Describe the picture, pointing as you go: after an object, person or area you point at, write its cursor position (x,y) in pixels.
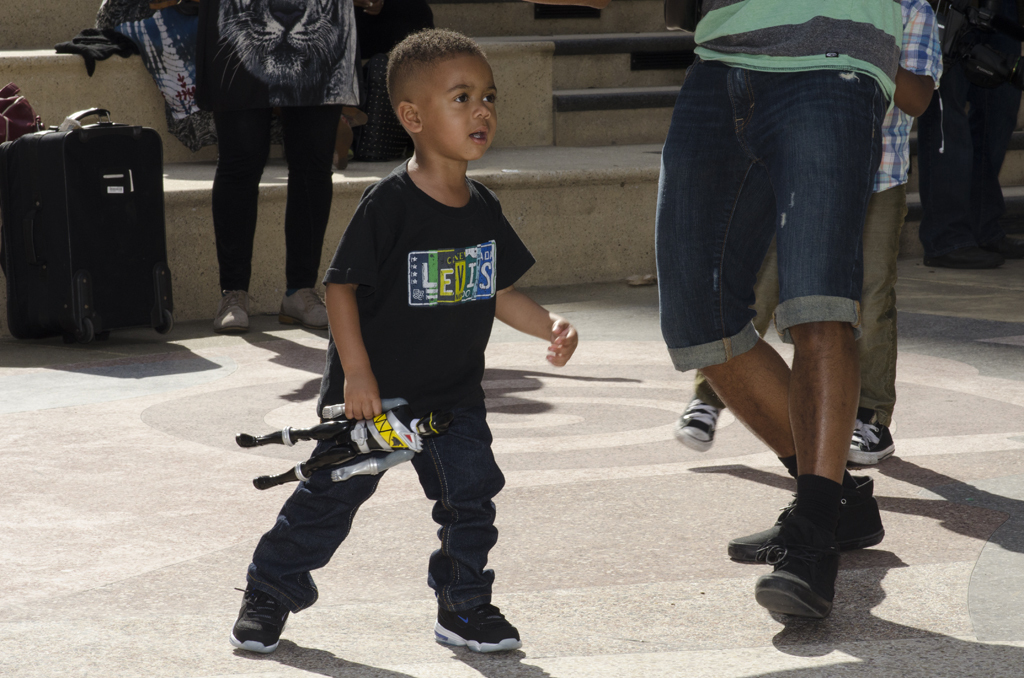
In the center (446,377) we can see boy (430,379) holding toy (401,428). Around him we can see some persons (800,118) were standing, trolley (72,189), staircase (76,89) and few more objects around him.
